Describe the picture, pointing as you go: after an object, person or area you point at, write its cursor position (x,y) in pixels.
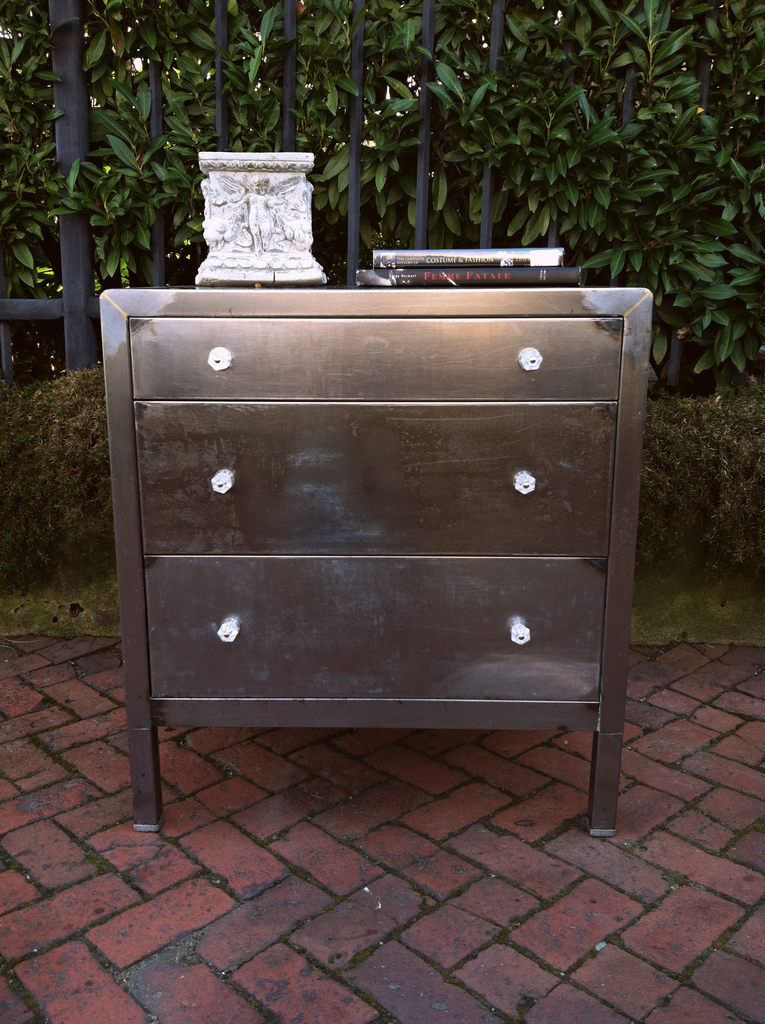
In the image in the center (414,609), we can see one table (444,300) and drawers (436,600). On the table (434,290), we can see one sculpture (289,252) and books (517,274). In the background (351,194) there is a wall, fence (80,103) and plants (698,374).
